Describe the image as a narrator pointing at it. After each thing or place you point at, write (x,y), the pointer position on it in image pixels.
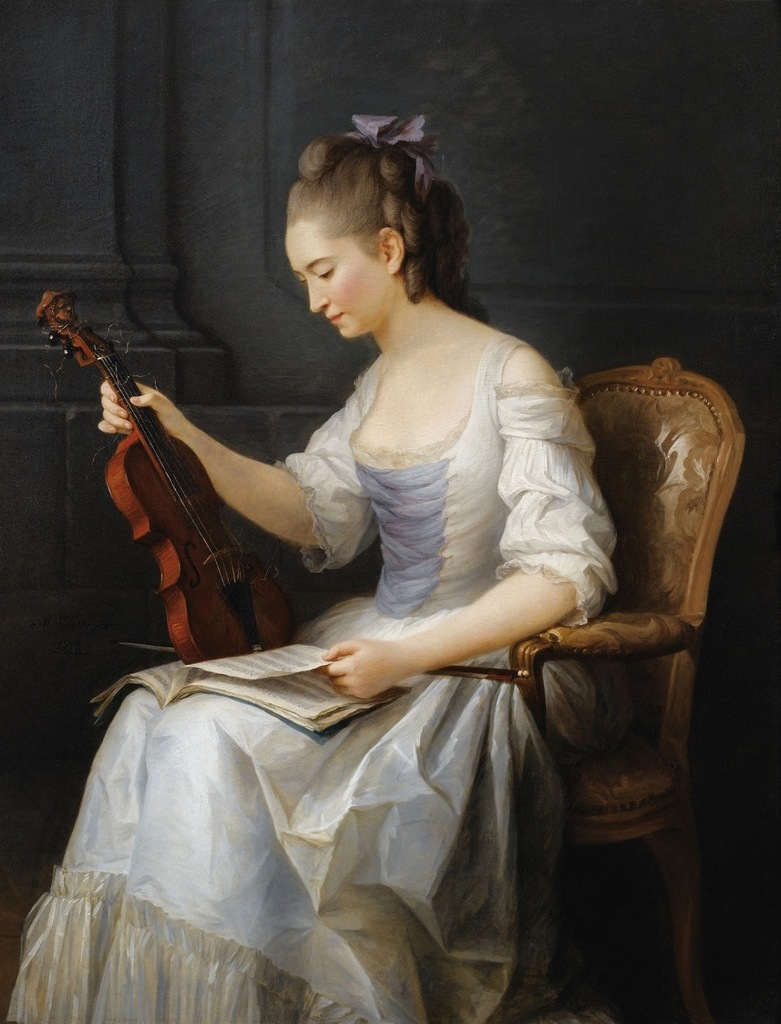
In this image we can see a lady (520,542) sitting on the chair (620,773) and holding a book (277,662) and a violin (223,621). In the background (157,150) there is a wall (319,65).
